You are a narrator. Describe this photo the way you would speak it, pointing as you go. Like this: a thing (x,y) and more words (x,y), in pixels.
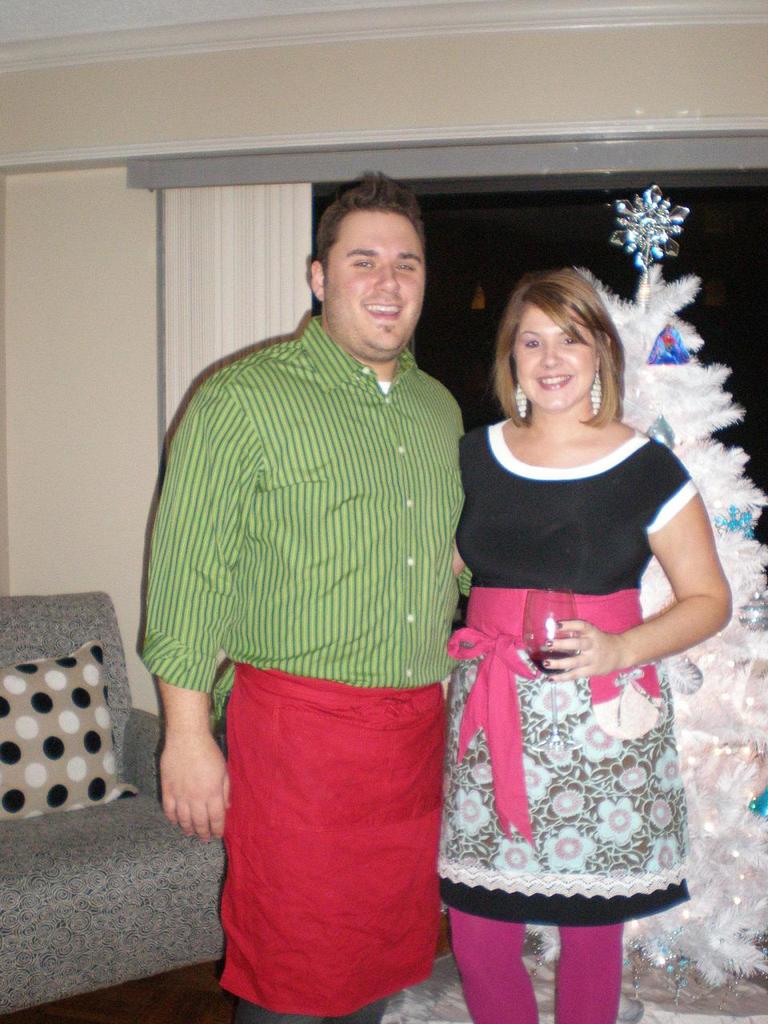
In this image we can see a couple (436,610), the lady (488,663) is holding a wine glass (541,611), behind them there is a couch (81,809) and a cushion (92,718), there is a Christmas tree (723,771), with a star (643,198), and some decorative item (749,518) on it, also we can see a wall (325,131), and a window (628,197).
